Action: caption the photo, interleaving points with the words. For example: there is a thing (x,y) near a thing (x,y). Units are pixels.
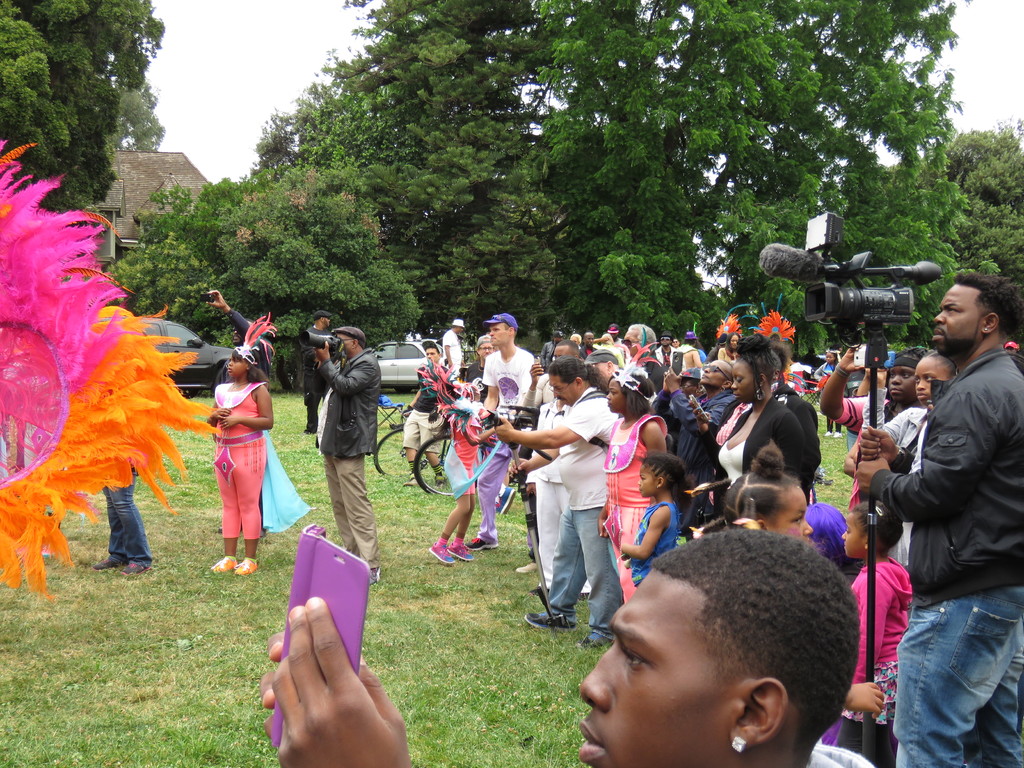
In this image on the right side (768,672) there are some people (695,442) who are standing, and there are two persons (368,375) who are holding cameras (841,317) and some of them are holding mobile phones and also there are some cycles (448,433). At the bottom (406,679) there is grass (504,544) and in the background (313,232) there are some trees (365,208), houses (129,175) and some vehicles (213,360), on the left side (72,389) there are feathers (64,460).
